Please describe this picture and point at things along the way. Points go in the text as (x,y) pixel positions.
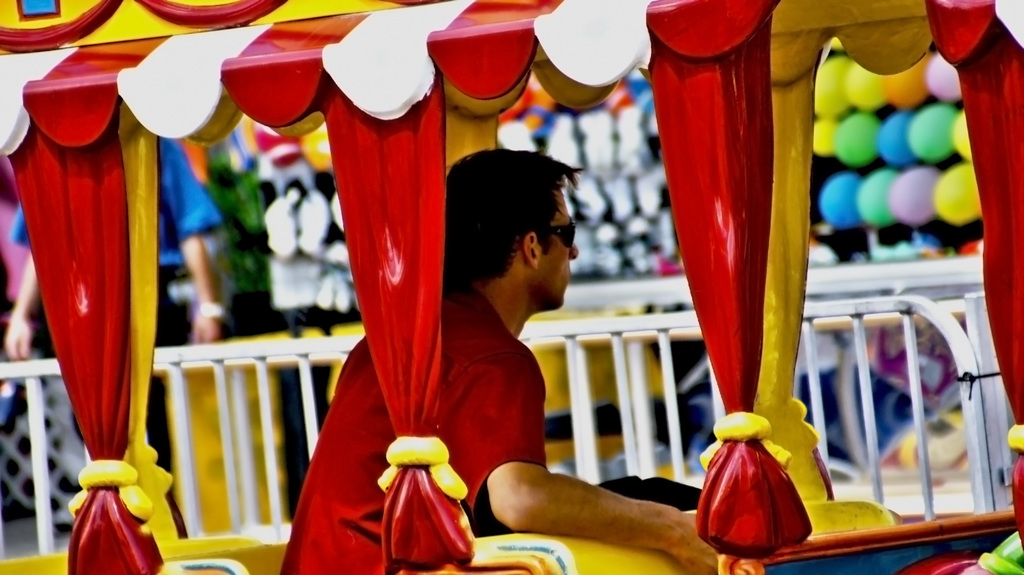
In this image there is a man (473,191) sitting on a kid's ride (122,373), besides the man (490,387) there is colored rods (431,118), in front of the man (476,378) there is a metal rod fence (310,364) and there is a person (169,237) standing, in the background of the image (898,157) there are balloons (907,142).
